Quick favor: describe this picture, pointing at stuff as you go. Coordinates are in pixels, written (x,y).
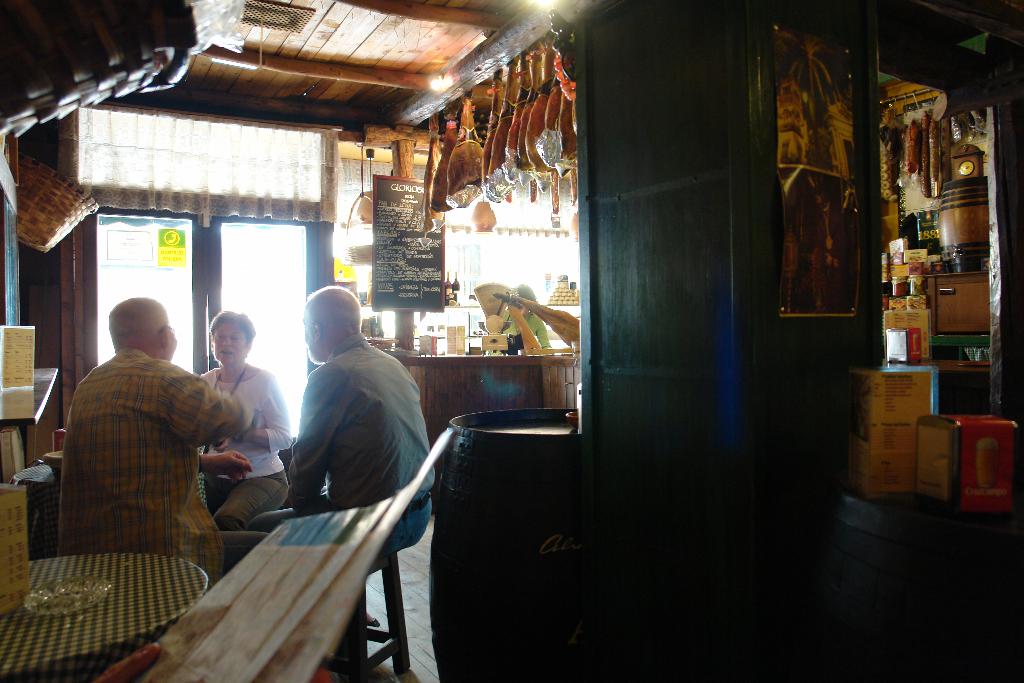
In this image we can see the inner view of a building (355,104) and there are three people (334,441) sitting and there is a barrel (554,669) and we can see some objects (258,668). There is a board (396,179) with some text (409,287) and we can see a person (540,337) standing and in front of her there is a table (497,353) with some objects (524,305) and on the right side of the image (962,321) we can see some objects (967,236).
